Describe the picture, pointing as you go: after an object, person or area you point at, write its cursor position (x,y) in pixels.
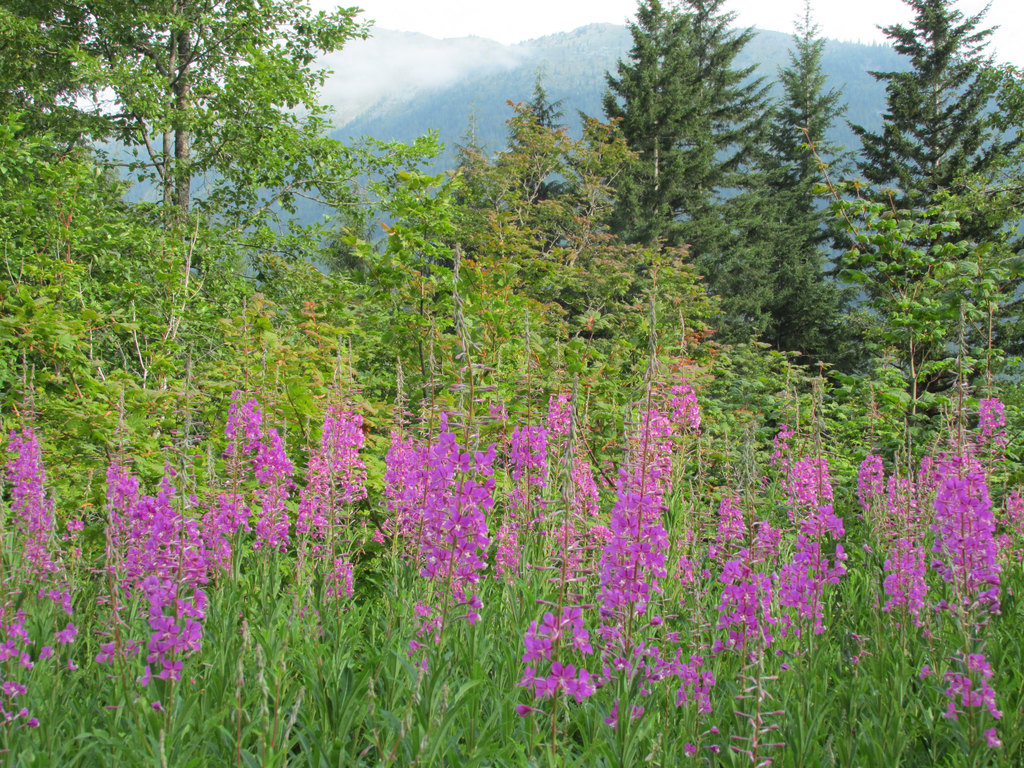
In this image there are some plants (477,570) and some flowers (817,604), and in the background (546,194) there are mountains (588,54) and some trees (887,172) and fog (409,71).
